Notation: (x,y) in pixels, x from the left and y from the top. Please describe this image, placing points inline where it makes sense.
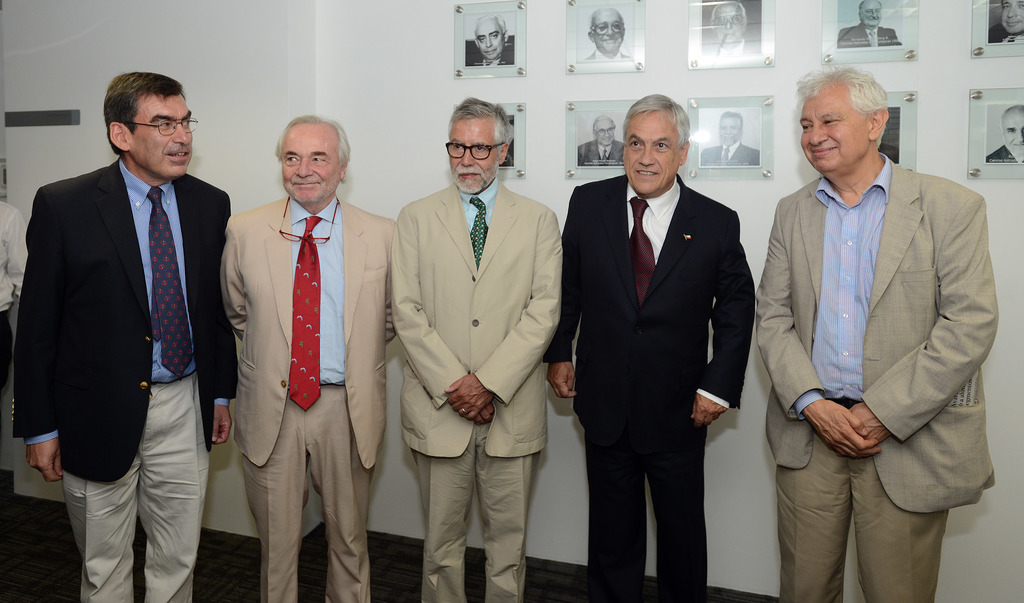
As we can see in the image there is a white color wall (241,86), photo frames (724,5) and few people (354,412) over here.
